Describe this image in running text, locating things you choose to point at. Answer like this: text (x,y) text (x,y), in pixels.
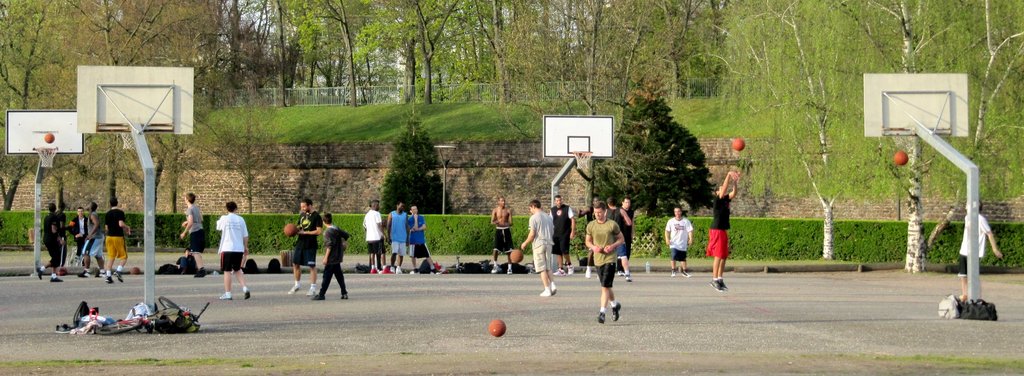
The picture consists of basketball courts (662,295) and there are people (233,255) playing basketball. On the court (141,277) there are backpacks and balls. In the center of the picture (463,166) there are trees (921,239), plants (749,253) and wall (326,166). In the background (378,44) there are trees (555,21), grass (346,114) and fencing (393,94).
